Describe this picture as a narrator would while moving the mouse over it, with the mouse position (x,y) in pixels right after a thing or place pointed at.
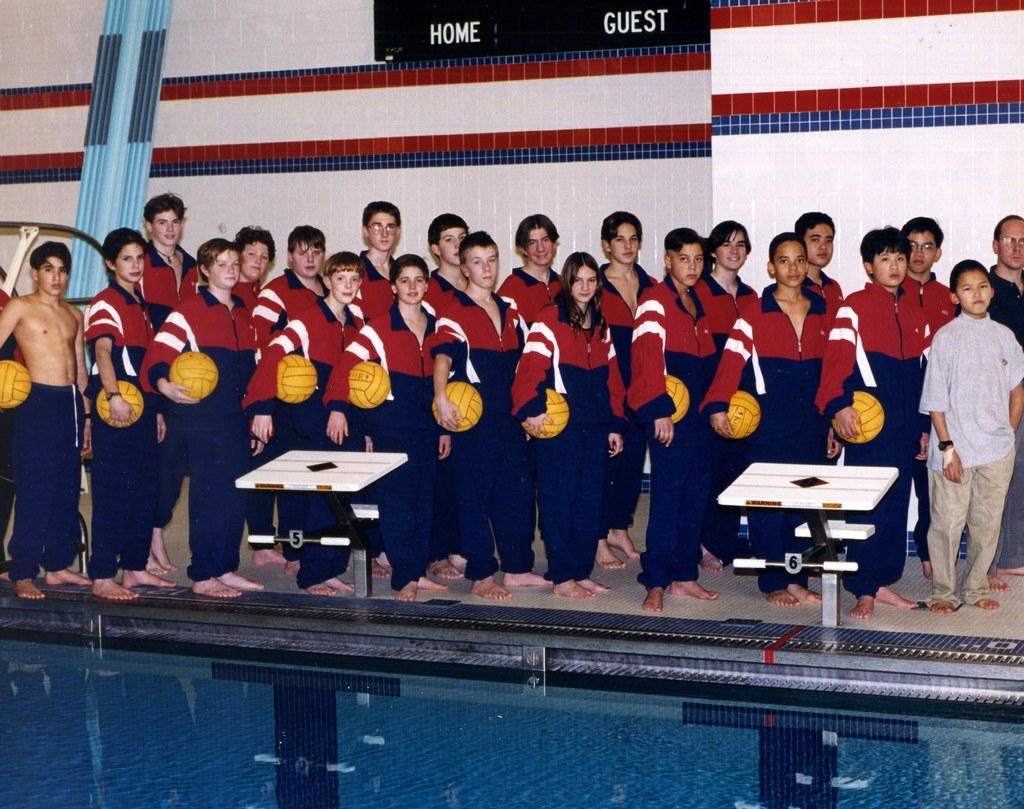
In the image I can see there are so many people (569,550) standing together beside the swimming pool (184,662) in which some of them holding balls (8,405), behind them there is a wall (918,201).
